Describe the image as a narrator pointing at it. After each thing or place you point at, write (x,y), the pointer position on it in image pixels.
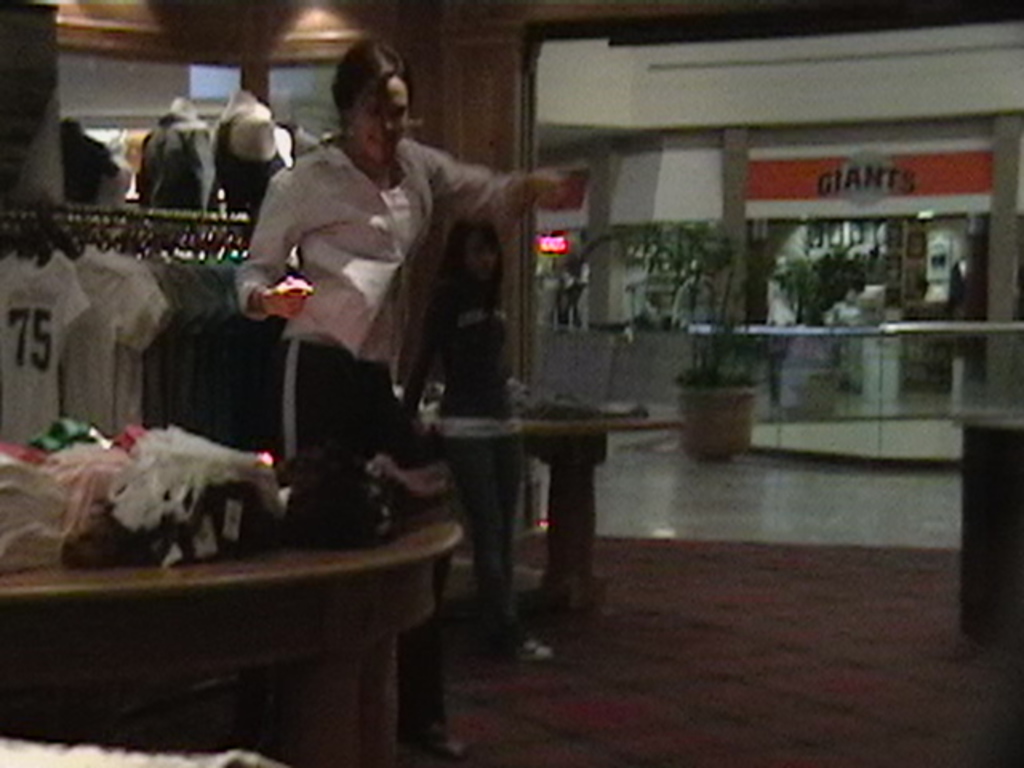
A woman (367,165) is standing in cloth store (525,321) with few garments (114,502) in front of her on a table (325,587) and few behind her hanged to the bar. And there are few mannequins (197,153). There is girl (454,277) behind her standing.
